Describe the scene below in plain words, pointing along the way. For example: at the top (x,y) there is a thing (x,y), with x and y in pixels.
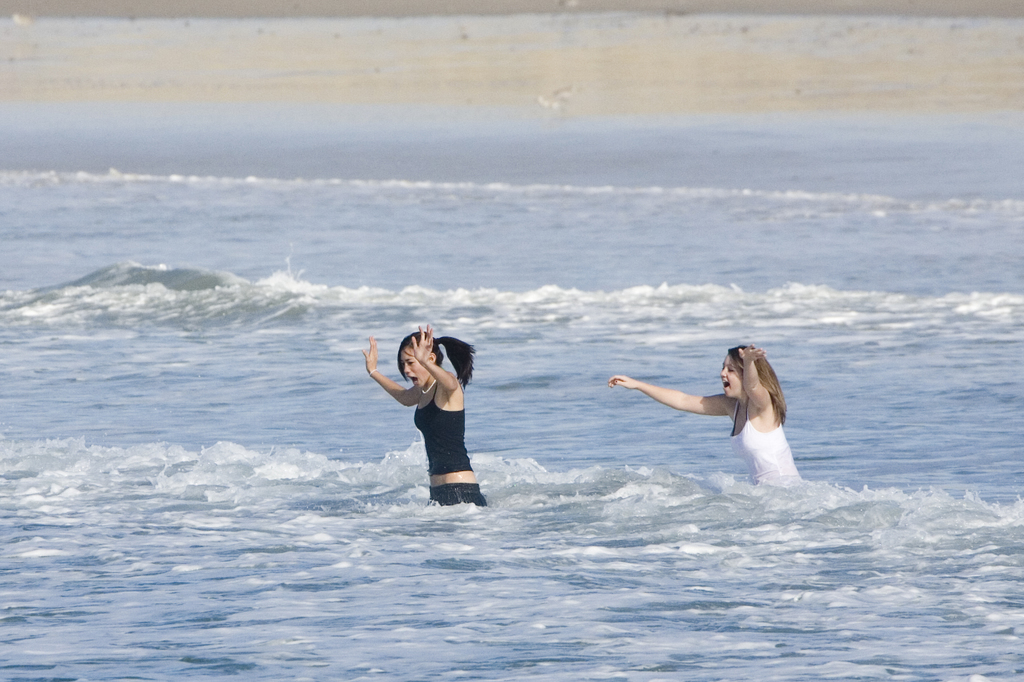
In this image there are two girls (768,474) standing in the water (557,480) and playing with it.
